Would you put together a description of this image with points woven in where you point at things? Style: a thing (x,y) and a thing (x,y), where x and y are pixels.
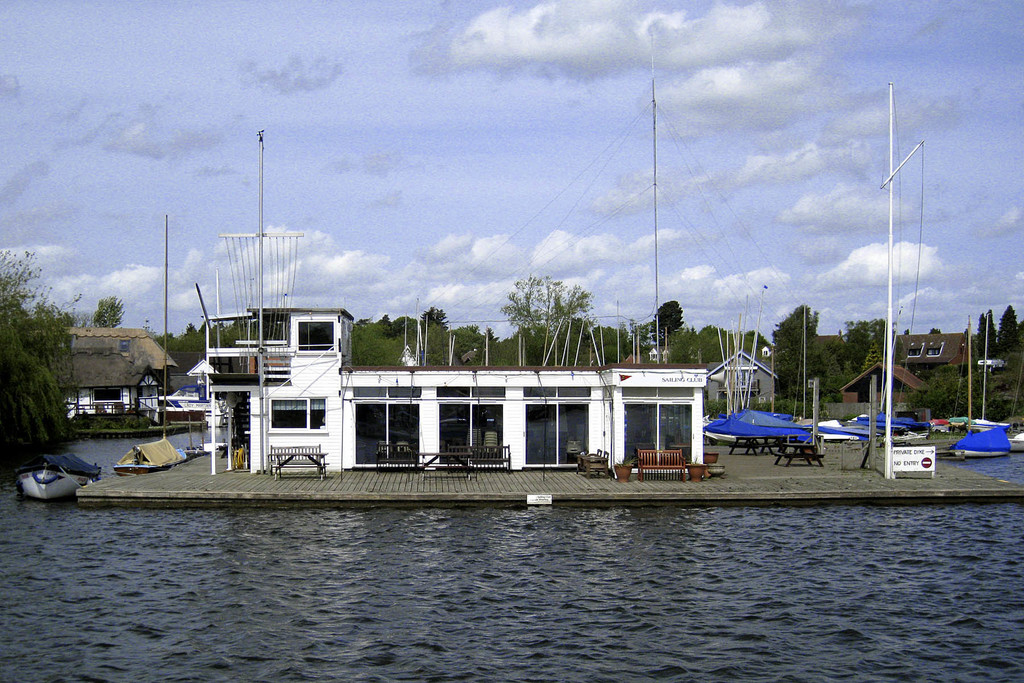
In this image there is water (249,576). There are boats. There are houses (595,433). There are chairs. There are trees (20,409) in the background (20,363). There are poles (549,353).
